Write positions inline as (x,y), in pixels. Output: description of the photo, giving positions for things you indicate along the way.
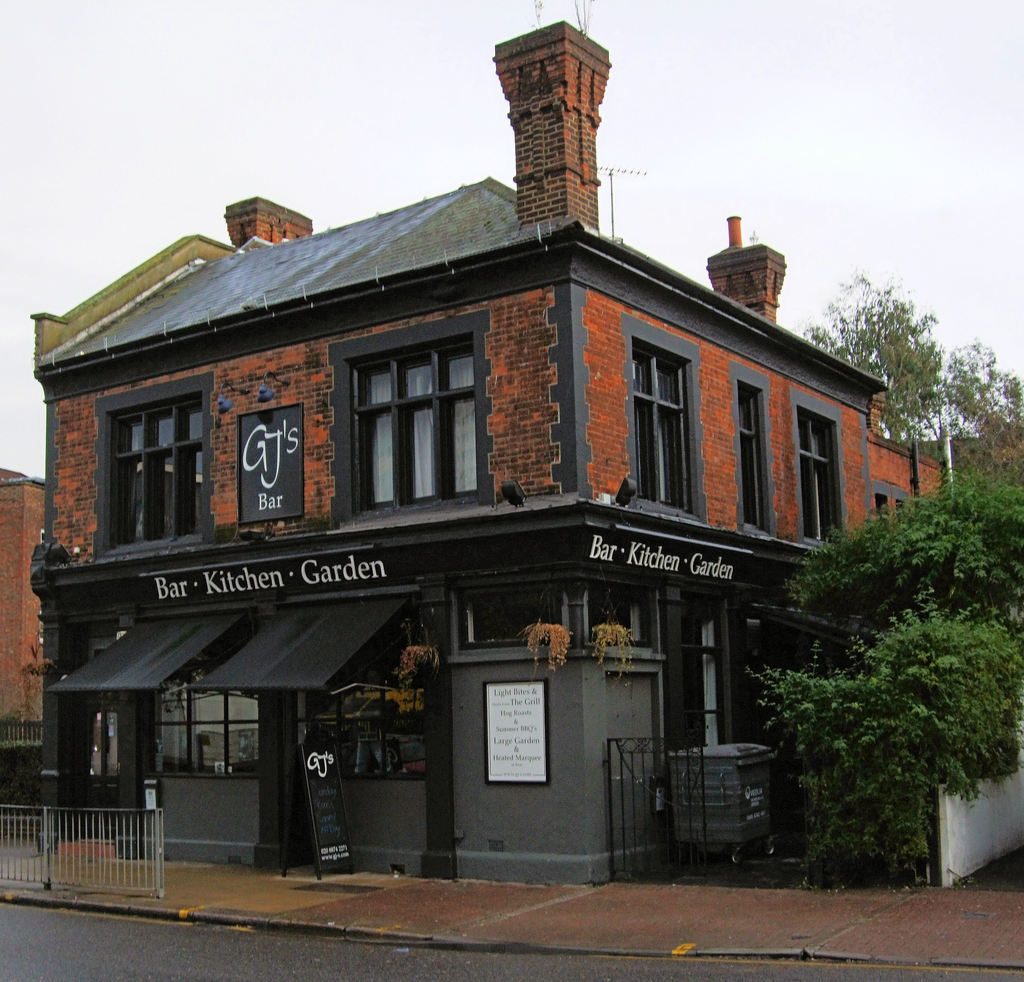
In this image, we can see few buildings (670,564). Here we can see glass windows (438,478), stall (268,740), board (335,769), banner (325,806), wall (420,823). Right side of the image (875,776), we can see few trees (895,524), some box (740,772). At the bottom (399,947), there is a road (370,954), platform (346,896), barricades (126,891). Top of the image (797,304), we can see few pillars (531,201), brick wall (519,382) and sky (447,91).
